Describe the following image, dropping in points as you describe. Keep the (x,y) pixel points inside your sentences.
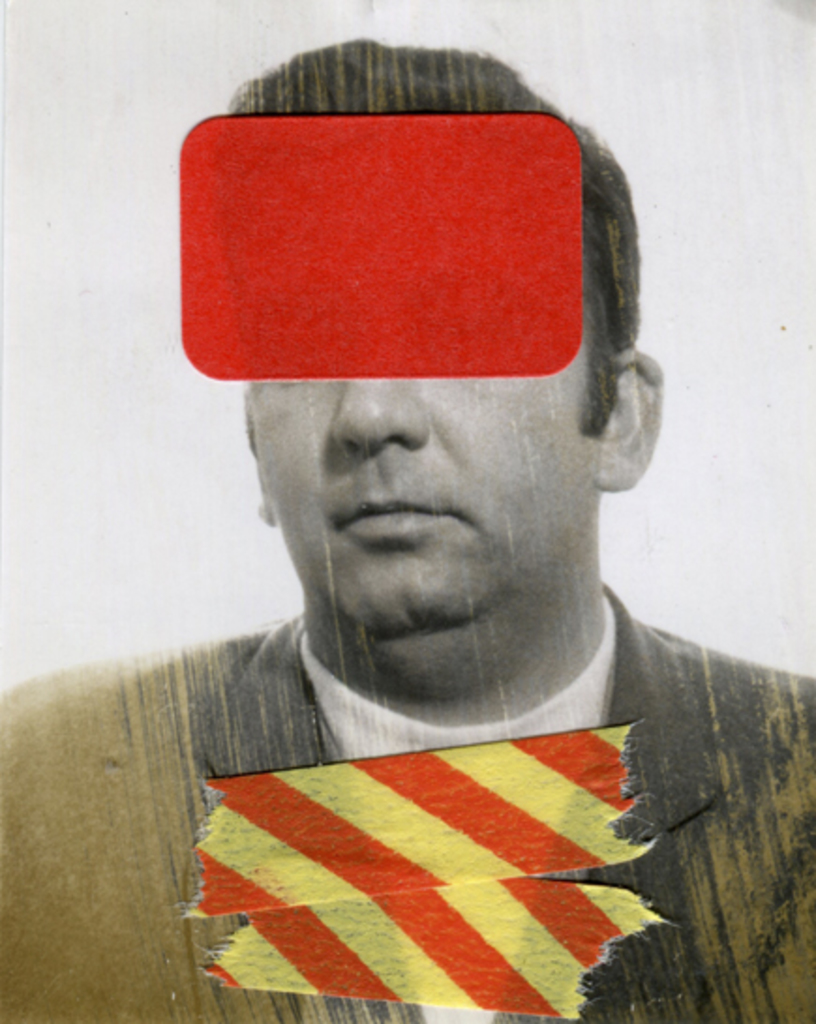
In this image we can see picture (526,595) of a person (487,632) and stickers (372,834) on the picture (130,930) with a white background (61,408).
